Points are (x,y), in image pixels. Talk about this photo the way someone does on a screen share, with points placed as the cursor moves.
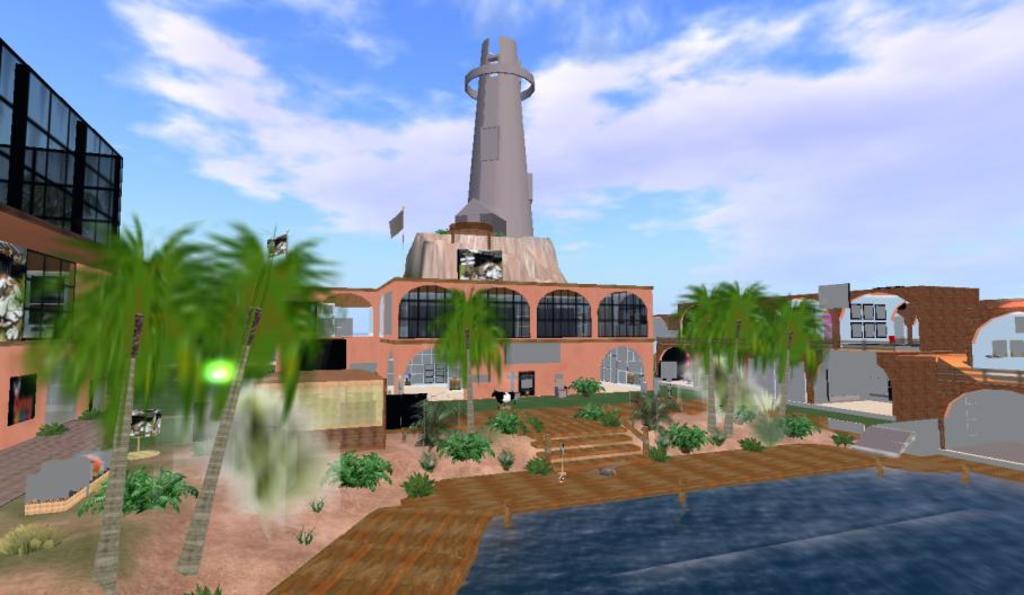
It is an animated image, there are many trees (231,336), plants (355,472) and buildings (612,304).
